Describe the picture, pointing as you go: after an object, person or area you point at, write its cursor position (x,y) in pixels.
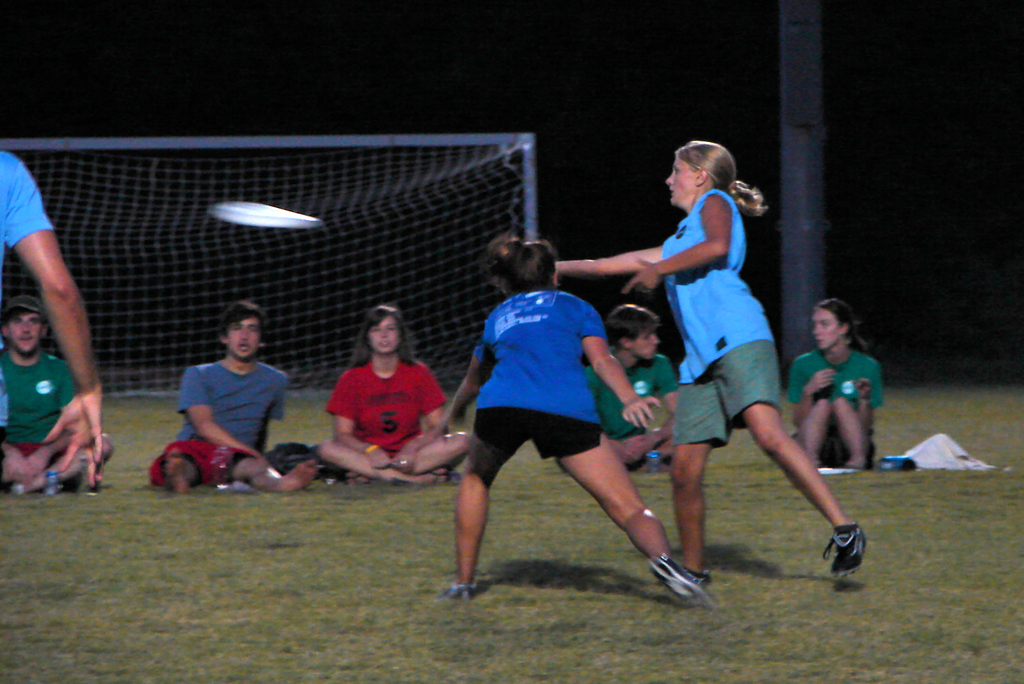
In this image we can see few people (55,255) playing with disc (225,218). In the back (368,389) we can see few people (344,386) sitting on the ground (322,437). Also there is a goal post (361,213). In the back (799,182) there is a pole (787,175). On the ground (367,570) there is grass (370,574). In the background (525,94) it is dark.
